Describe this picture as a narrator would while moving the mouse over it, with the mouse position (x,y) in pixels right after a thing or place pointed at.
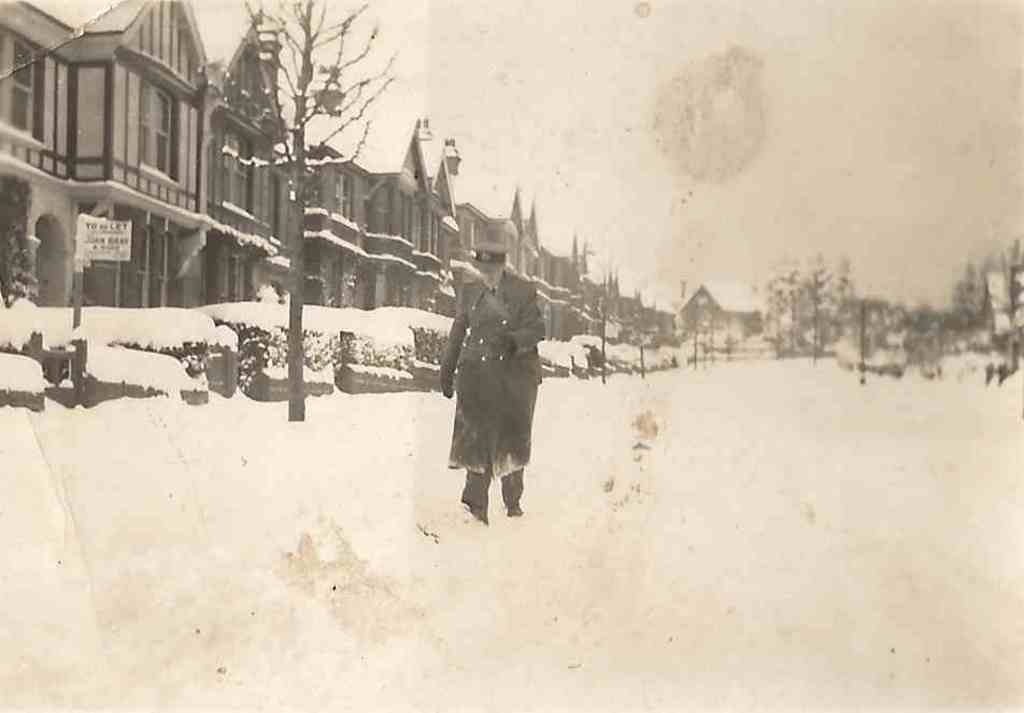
In this image in the front (476,381) there is a man (504,367) walking. In the background (384,242) there are trees (813,297), buildings (576,302) and there is snow (714,401).
